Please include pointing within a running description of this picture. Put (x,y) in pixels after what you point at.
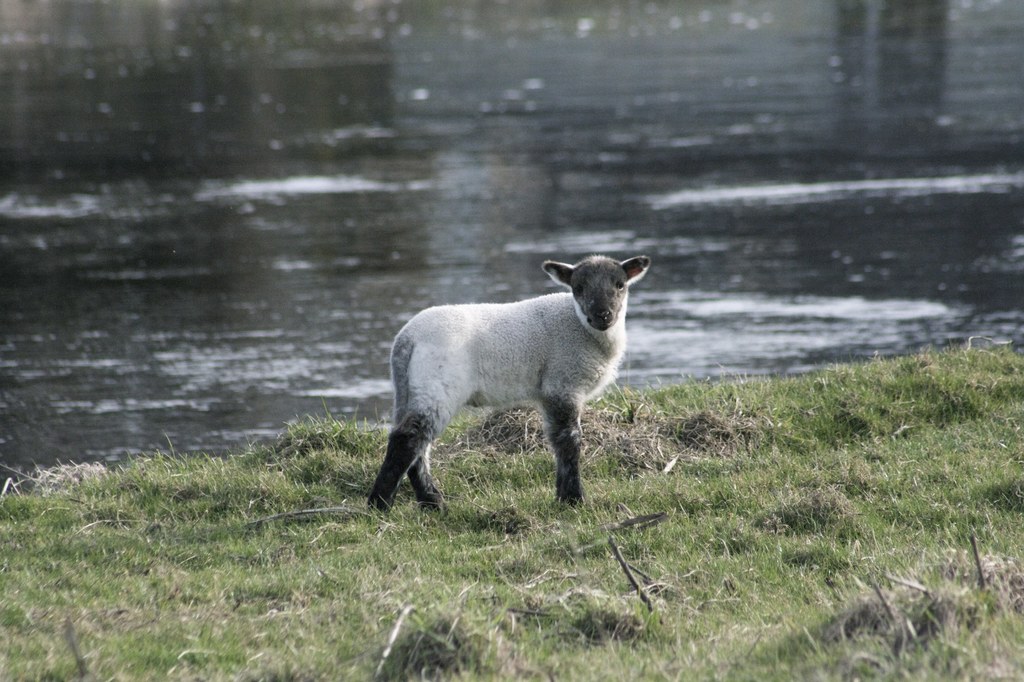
In this image we can see an animal (503,382) on the ground (267,508). On the ground (224,537) there is grass (603,565). In the back (707,234) there is water (444,128).
